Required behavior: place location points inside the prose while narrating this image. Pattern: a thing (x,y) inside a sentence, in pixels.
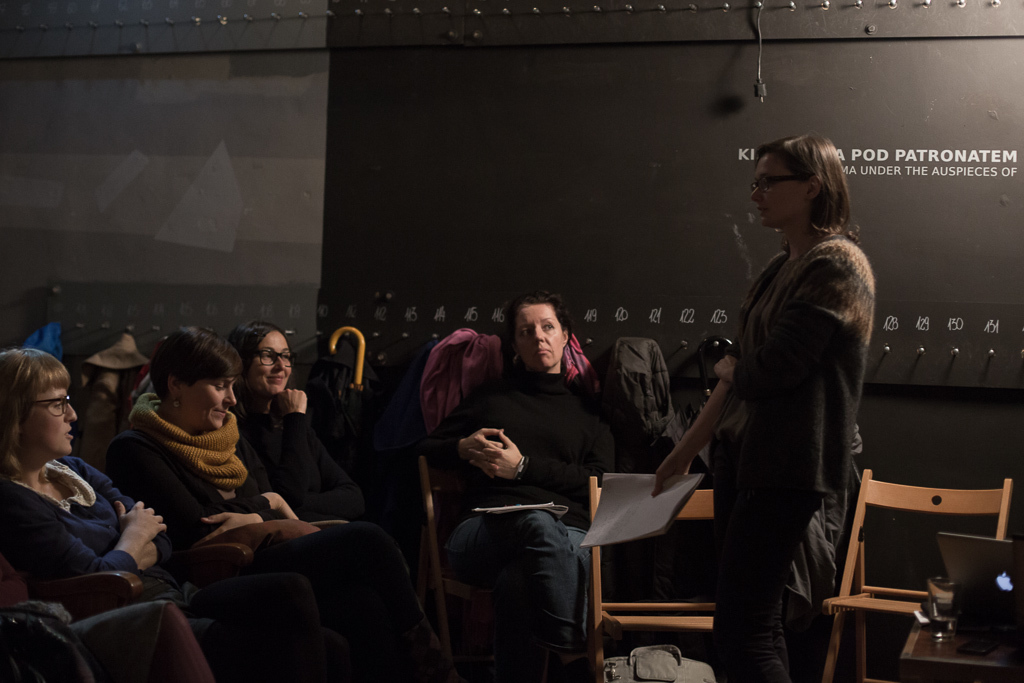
Four women (106,474) are listening to another woman (718,620) who's standing in front of them holding some papers (671,487).
